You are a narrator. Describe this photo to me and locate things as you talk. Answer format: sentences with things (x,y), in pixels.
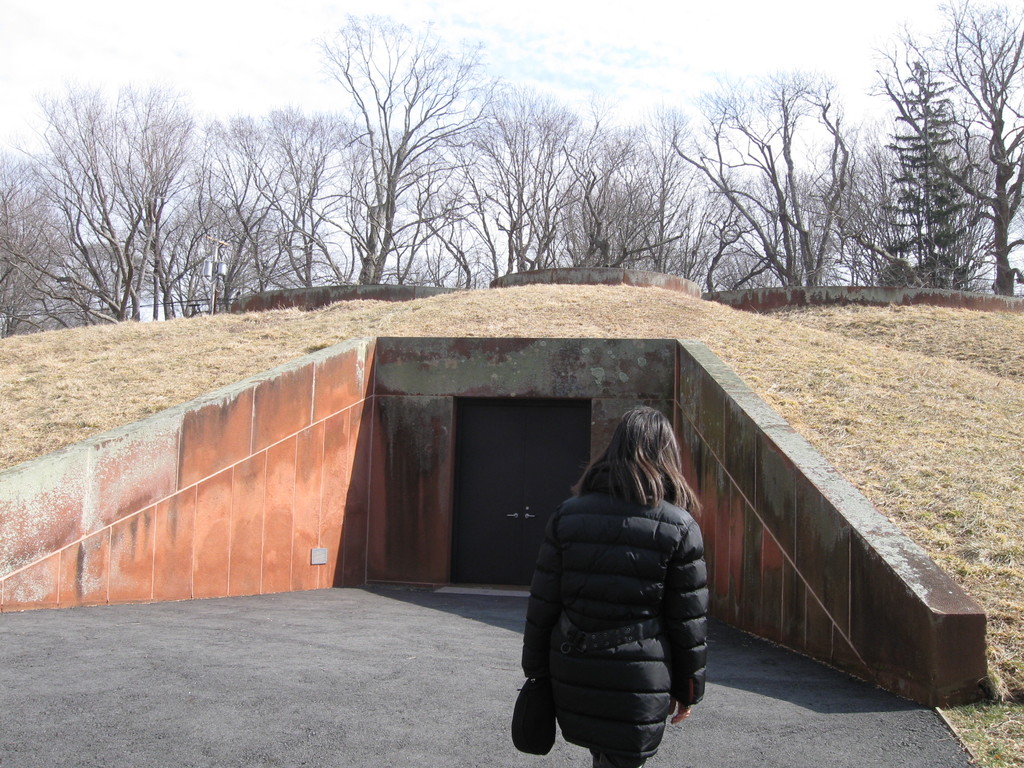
In this image there is a woman (634,713) standing on the road (504,713). She is holding a bag (530,718) in her hand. Before her there is a wall (407,495) having a door (540,509). There are trees (45,303) on the grassland (643,314). Top of the image (570,89) there is sky (579,60).
